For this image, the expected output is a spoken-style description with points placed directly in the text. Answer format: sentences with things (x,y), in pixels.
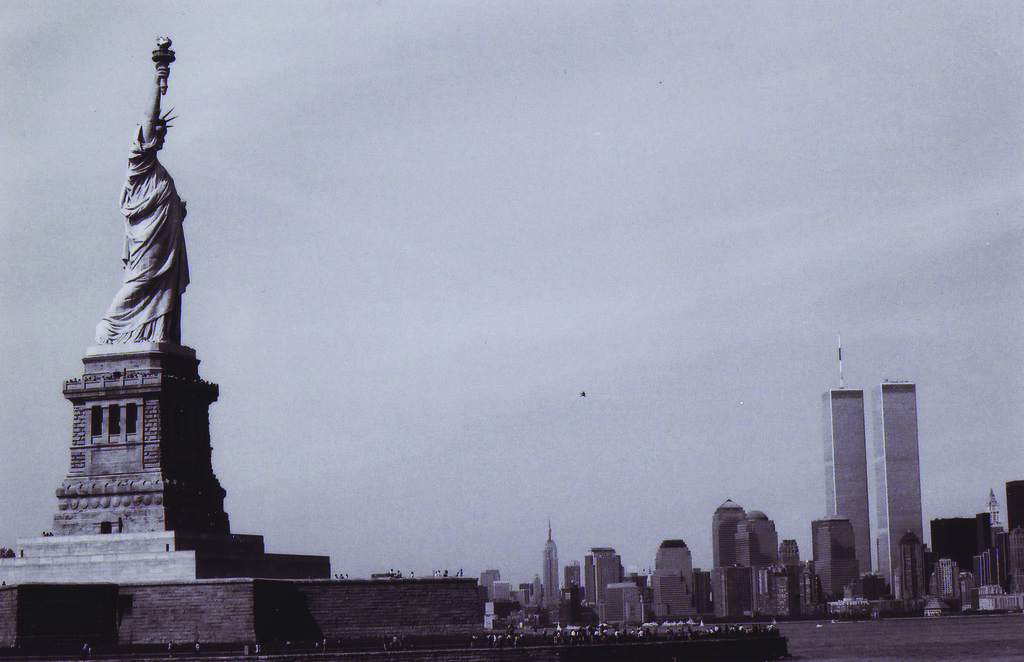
It is a black and white image. In this image we can see a statue (148,249) on the left (202,527). In the background (724,559) we can see many buildings (837,573) and also the sky (726,249).
